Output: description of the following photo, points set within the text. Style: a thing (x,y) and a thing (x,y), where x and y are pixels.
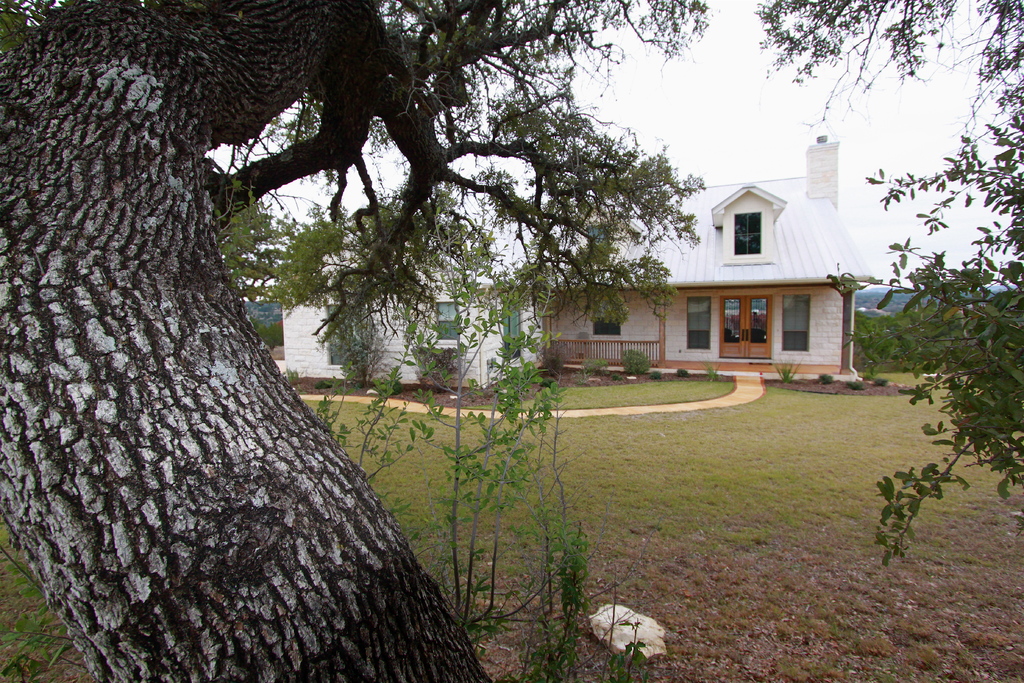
In this image there is a house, grass (799,644), there are trees (578,290), plants (531,393), and in the background (849,96) there is sky (695,61).
